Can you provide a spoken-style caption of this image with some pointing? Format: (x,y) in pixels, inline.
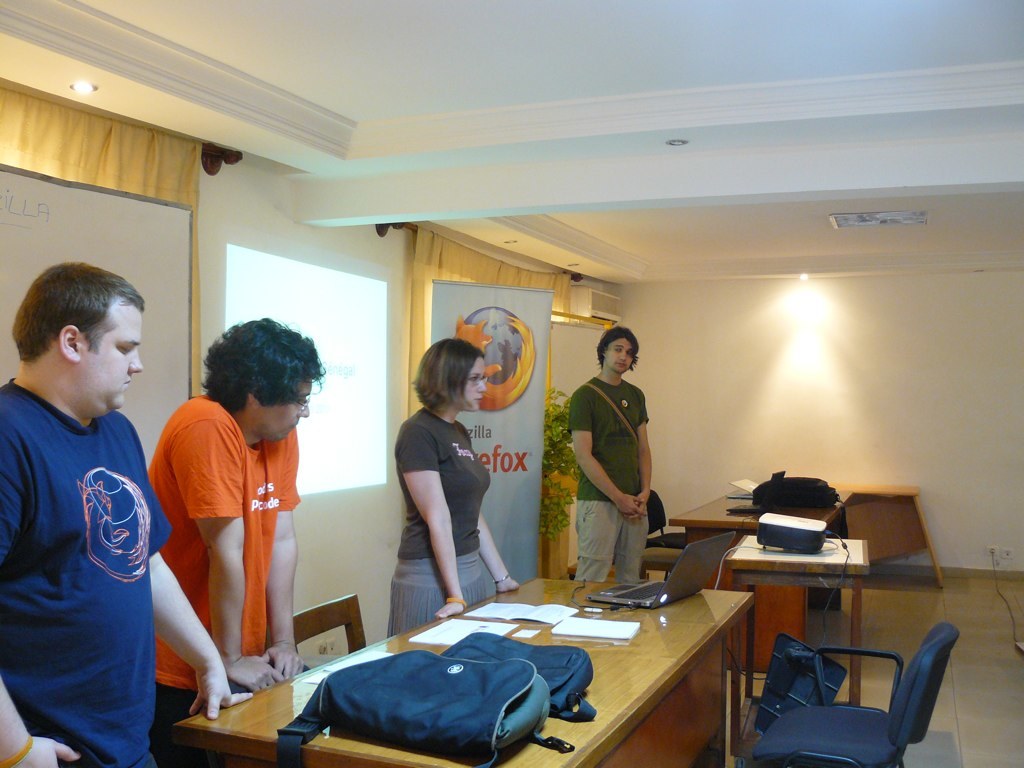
In this image I can see a four persons (217,466) standing in a room (524,499). On the table (620,654) there is laptop (654,590), bag (488,702), book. There is a chair (842,720). At the back side (501,396) there is a banner (499,329), board (156,222) and a screen (366,449) and there is flower pot (545,450).
